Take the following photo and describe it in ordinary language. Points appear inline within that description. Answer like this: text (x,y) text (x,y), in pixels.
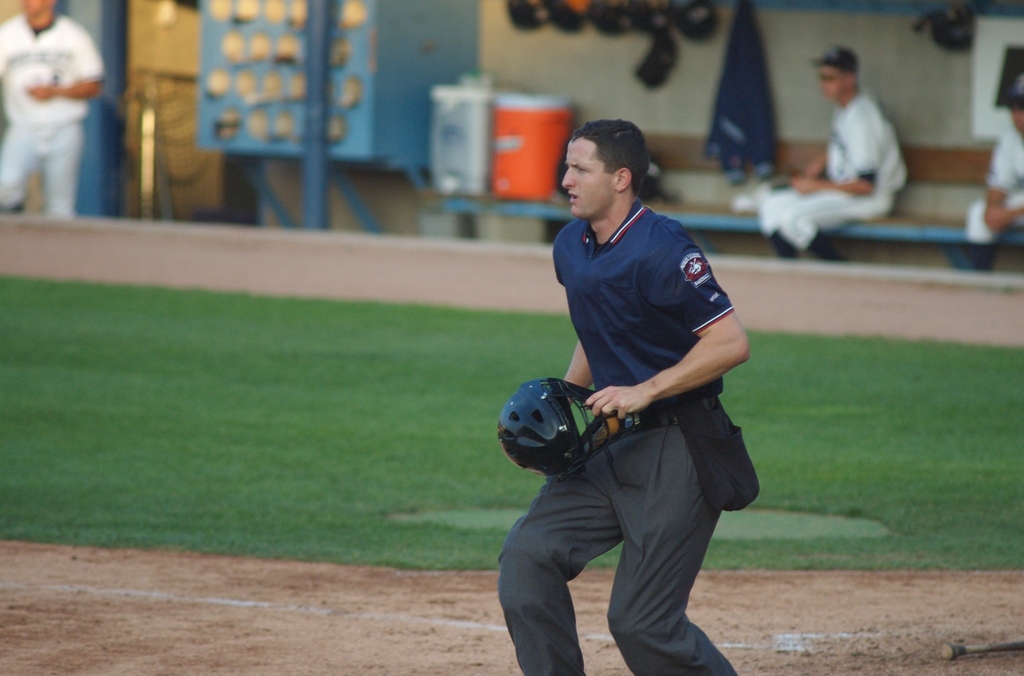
In the center of the image (653,310), we can see a man (638,382) holding a helmet (578,447) and in the background (850,191), there are some other people (868,190) sitting on bench (938,231) and we can see containers (534,116), poles (315,57) and there is a wall (936,81). At the bottom (305,480), there is ground (305,480).
